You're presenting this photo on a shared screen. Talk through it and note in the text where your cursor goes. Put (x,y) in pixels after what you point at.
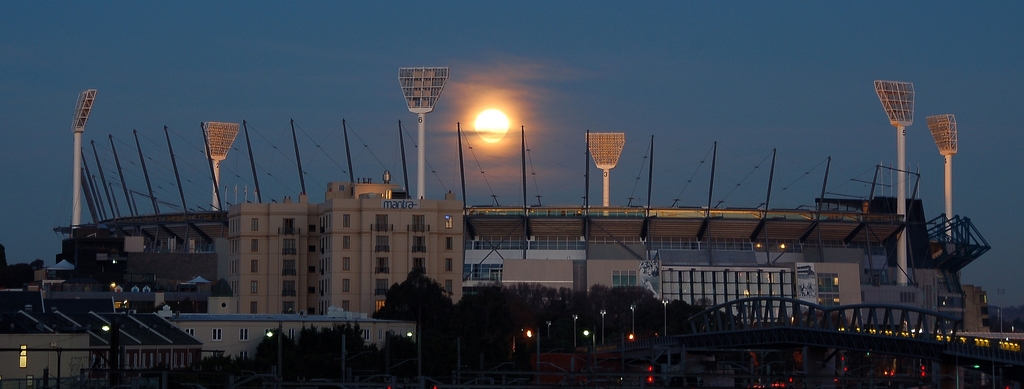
In this picture I can see houses (280,280), trees (553,347), poles (537,345), lights (1016,347), bridge (1004,357), there is a stadium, and in the background (515,143) there is moon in the sky (551,118).
